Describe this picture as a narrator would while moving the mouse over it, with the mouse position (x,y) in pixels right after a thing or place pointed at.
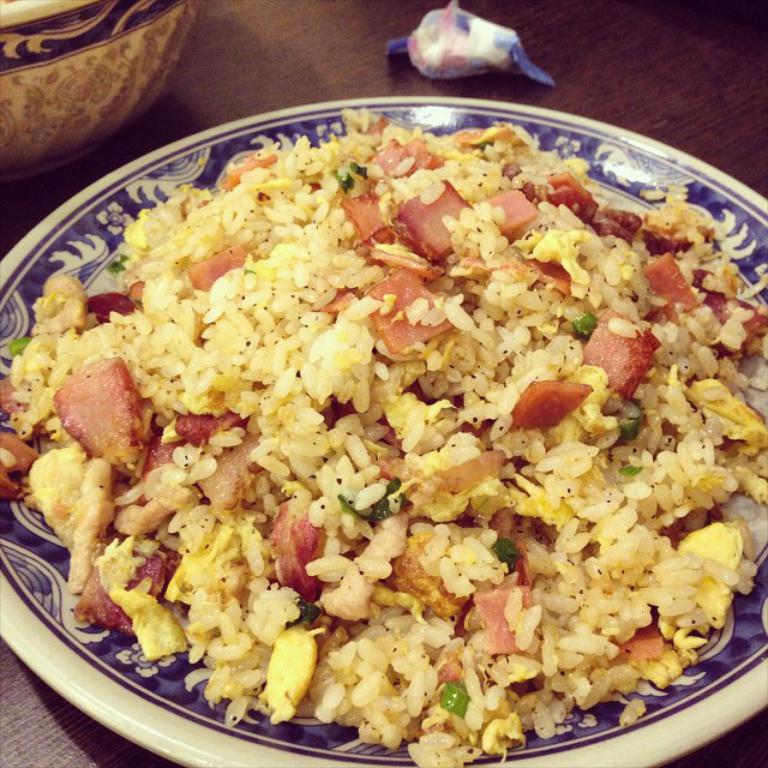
In the center of the image (343,268) there is a food item (378,271) in a plate (214,162). There is a table (42,755). There is a bowl (57,145).
